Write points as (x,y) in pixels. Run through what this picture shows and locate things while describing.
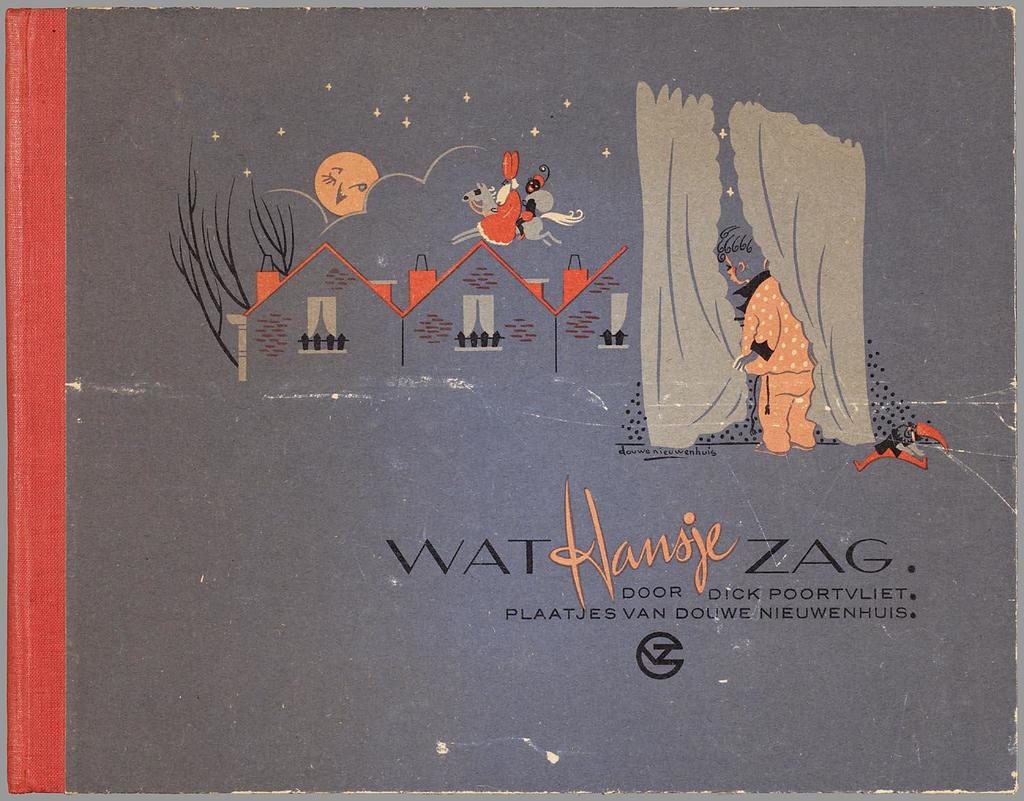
In this image I can see a book (478,134) on which there is some text (835,590) and few cartoon images (620,252).
